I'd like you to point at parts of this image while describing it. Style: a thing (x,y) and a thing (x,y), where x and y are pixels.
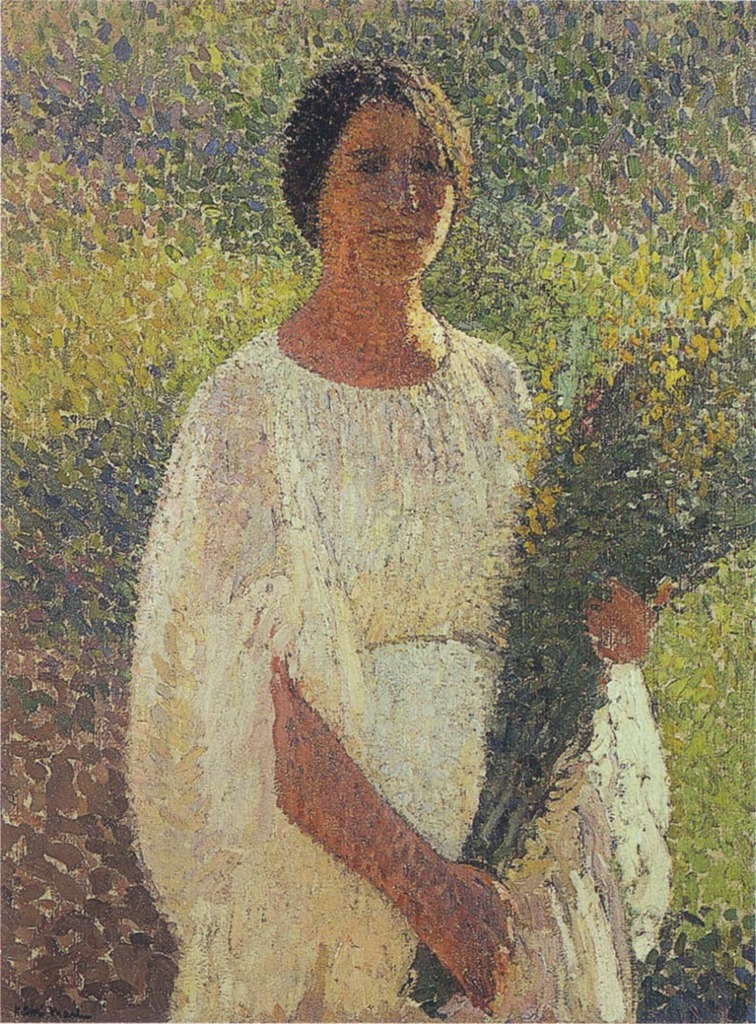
In this edited image there is a woman (341,520) standing. She is holding flowers (548,607) in her hands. Behind her there are plants (136,254).
